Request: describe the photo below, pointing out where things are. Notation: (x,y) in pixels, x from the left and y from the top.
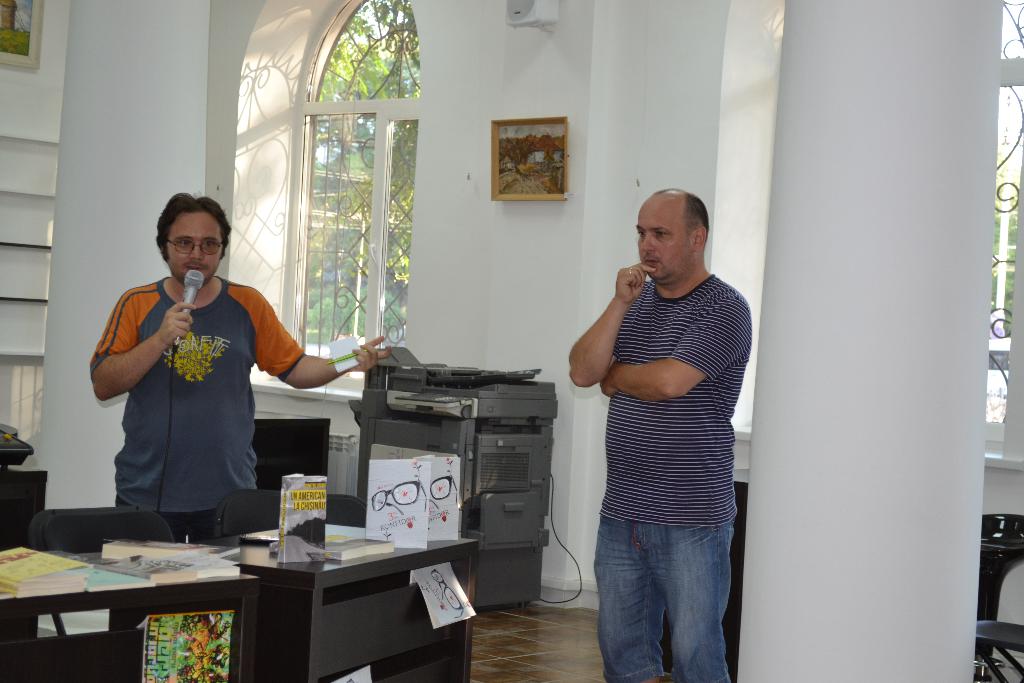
On the right most (706,438), the man (673,393) wearing striped t-shirt (663,447) is folding his hands (612,343) and thinking of something and he is wearing a blue jeans (671,588). to the right of him, we see a pillar (928,284). Behind this pillar (867,565), we see a window (998,242) and also the stools (993,546) placed in that room (928,539). To the left most (179,412), we see a man (177,337) wearing grey and orange t-shirt (221,364) holding microphone (190,282) and talking on it. He is wearing spectacles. He is catching paper (346,345) and pen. In front of him, we can see a table (320,625) on which books (70,562) are placed, we can even see two chairs (249,511) around the table (305,615). We can see a scanner (427,425) to the right of him. Beside this scanner (401,356), we can see a window (365,245) from which trees (358,59) and sky (344,67) are visible. We can see a photo frame (535,149) beside this window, and also the wall (471,210) which is white in color.
